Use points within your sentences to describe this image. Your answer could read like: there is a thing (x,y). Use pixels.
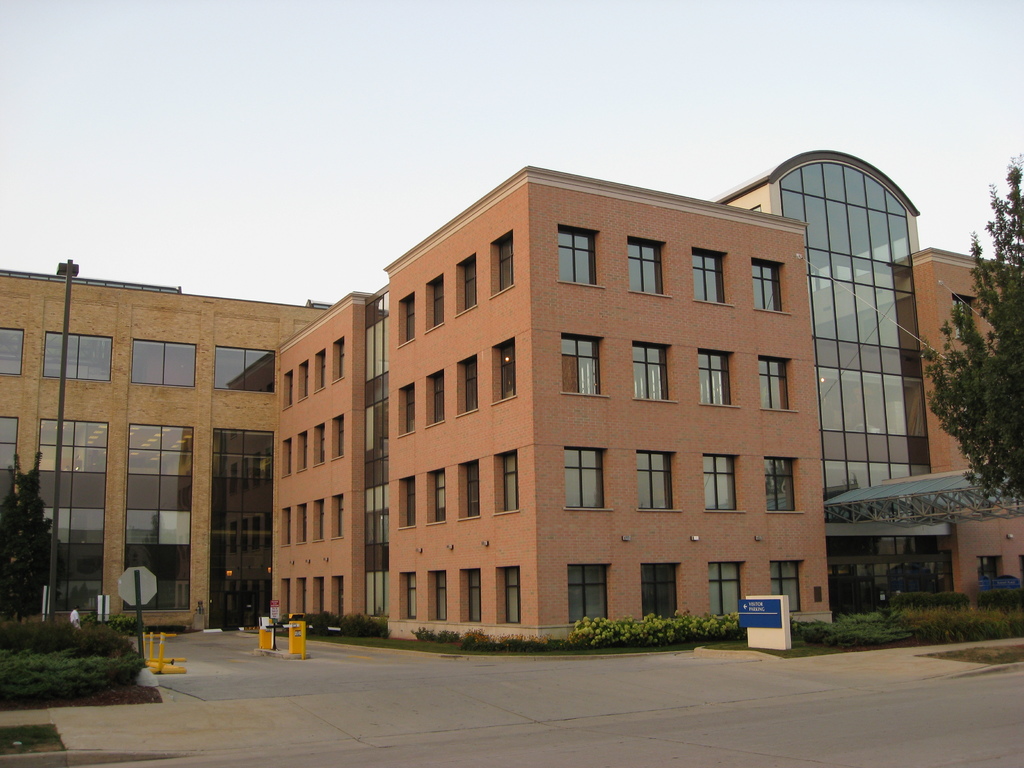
In the image there is a building (194,464) in the front (271,478) with many windows (213,550) and glass panels (851,463) with plants (500,651) and garden (960,627) in front of it and above its sky (410,88).
